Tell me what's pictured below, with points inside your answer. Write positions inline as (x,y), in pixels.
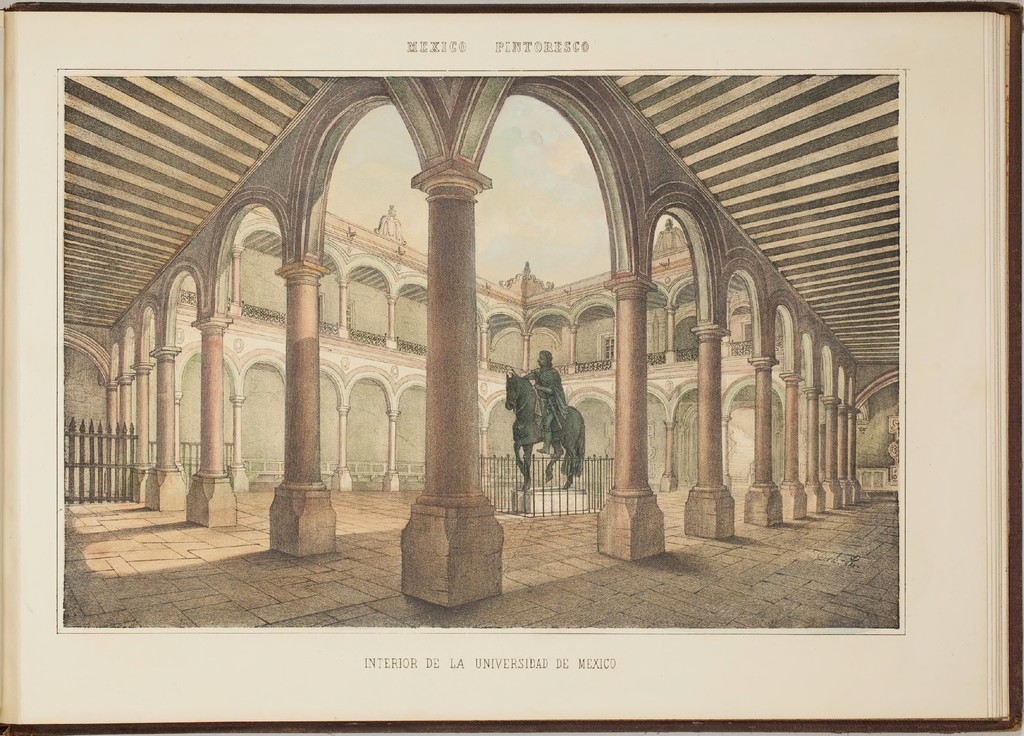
This picture consists of a photo in the photo I can see palace (438,389) and I can see a horse (523,393) and a person (547,406) sitting on horse (522,437) and at the top (526,203) I can see the sky (526,203).
